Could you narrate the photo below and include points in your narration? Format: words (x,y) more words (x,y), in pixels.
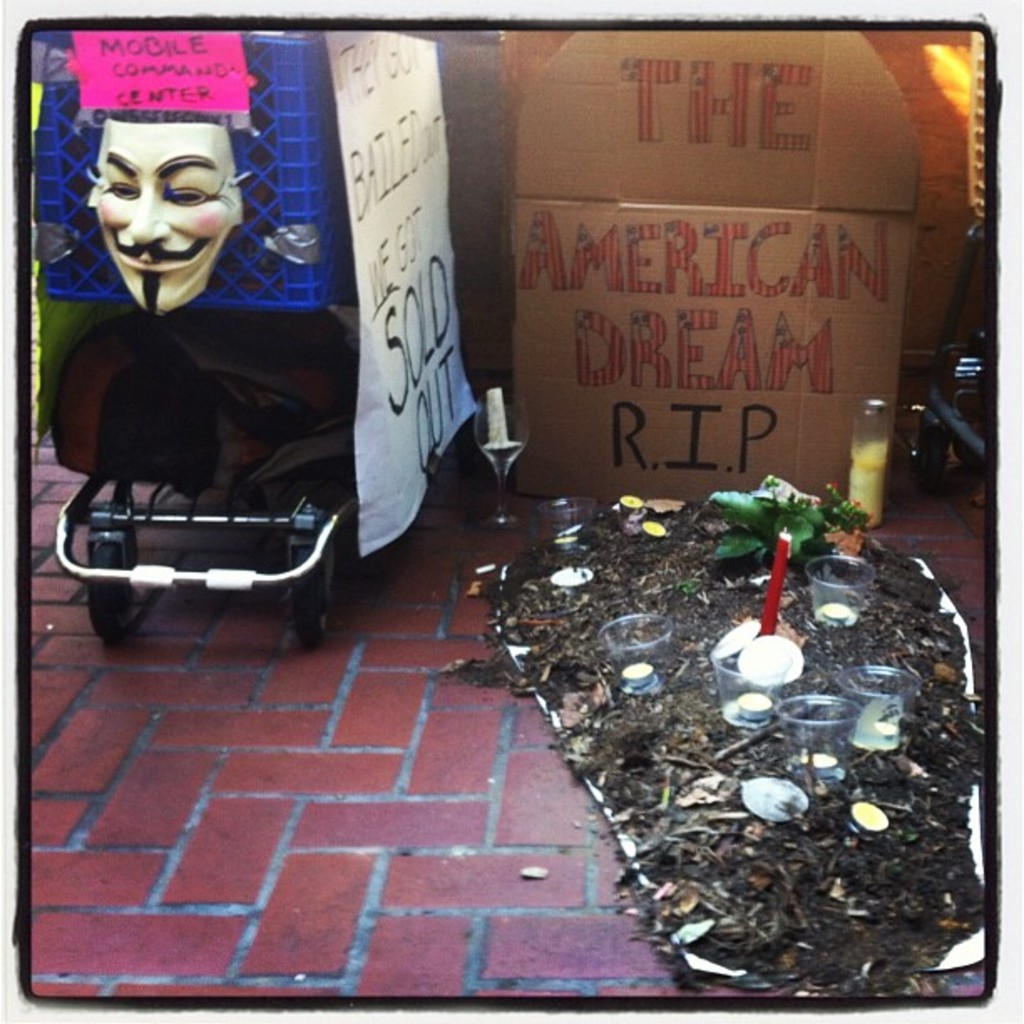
In the image in the center (499,492) we can see wheel cart (287,577), bag (209,451), face mask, banners (715,150), glasses (891,693), dry leaves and few other objects (280,166).
